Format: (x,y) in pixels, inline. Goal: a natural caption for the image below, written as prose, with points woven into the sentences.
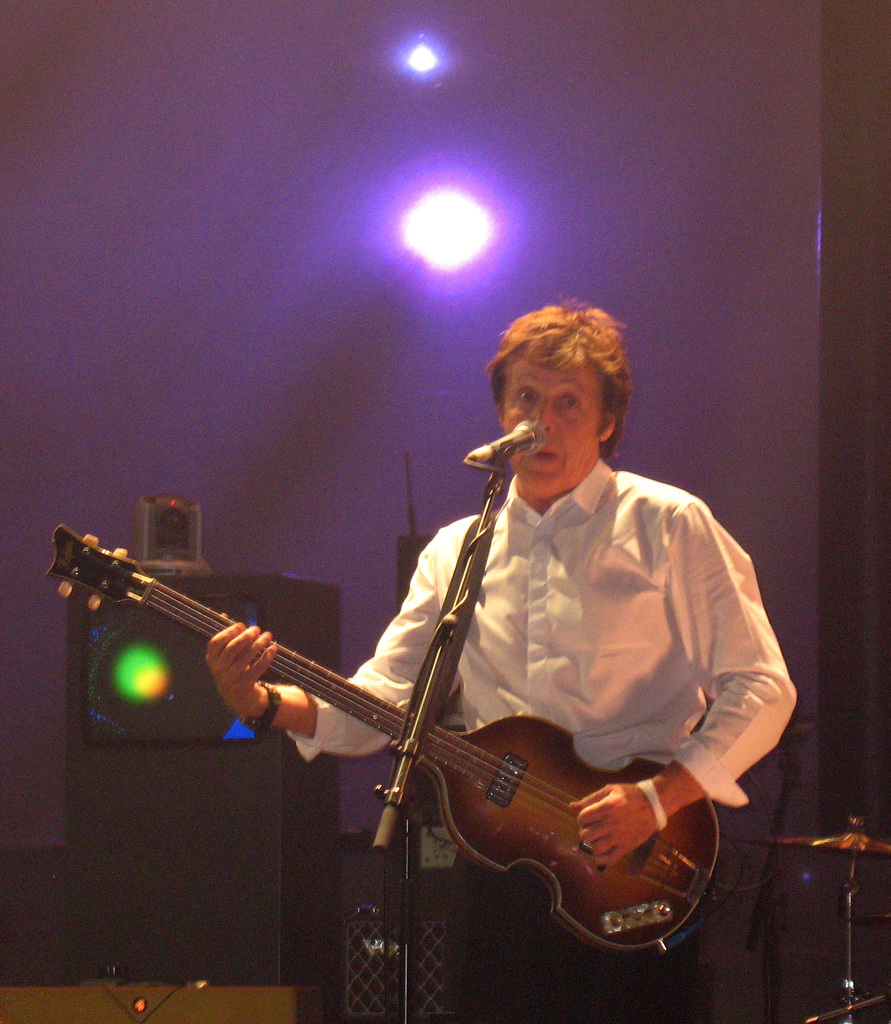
In this picture we can see a man (540,475) who is playing a guitar (512,792). This is mike (520,437). On the background (328,235) there is a wall (313,17) and this is light (450,233).
